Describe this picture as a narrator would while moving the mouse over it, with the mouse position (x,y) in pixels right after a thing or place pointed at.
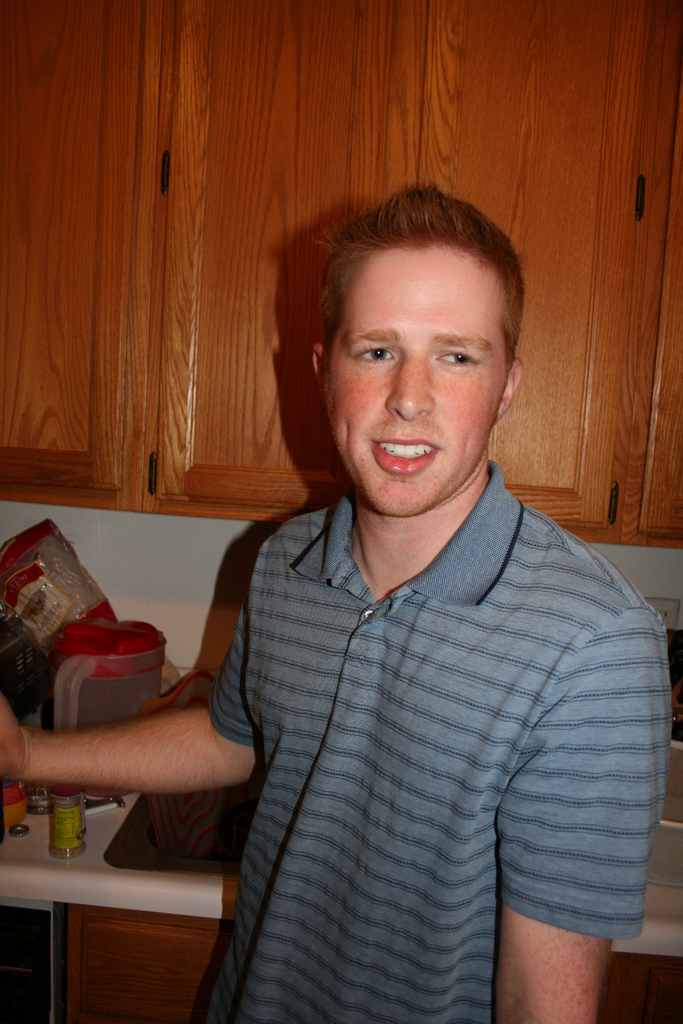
This picture shows a man (387,415) standing and smiling, in the background (223,68) there is a wooden shelf (363,79).
